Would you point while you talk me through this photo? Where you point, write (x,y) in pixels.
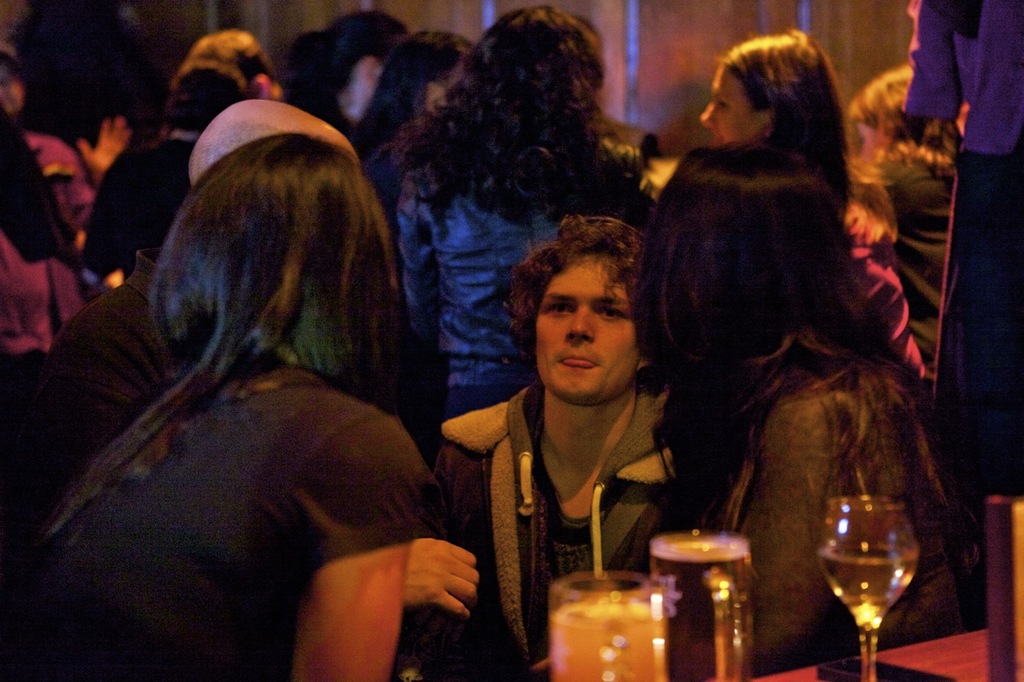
In the foreground (494,503) I can see glasses (603,587) on the table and a group of people (308,443) on the floor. In the background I can see a wall (621,85), lights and curtains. This image is taken may be in a restaurant (273,359).
